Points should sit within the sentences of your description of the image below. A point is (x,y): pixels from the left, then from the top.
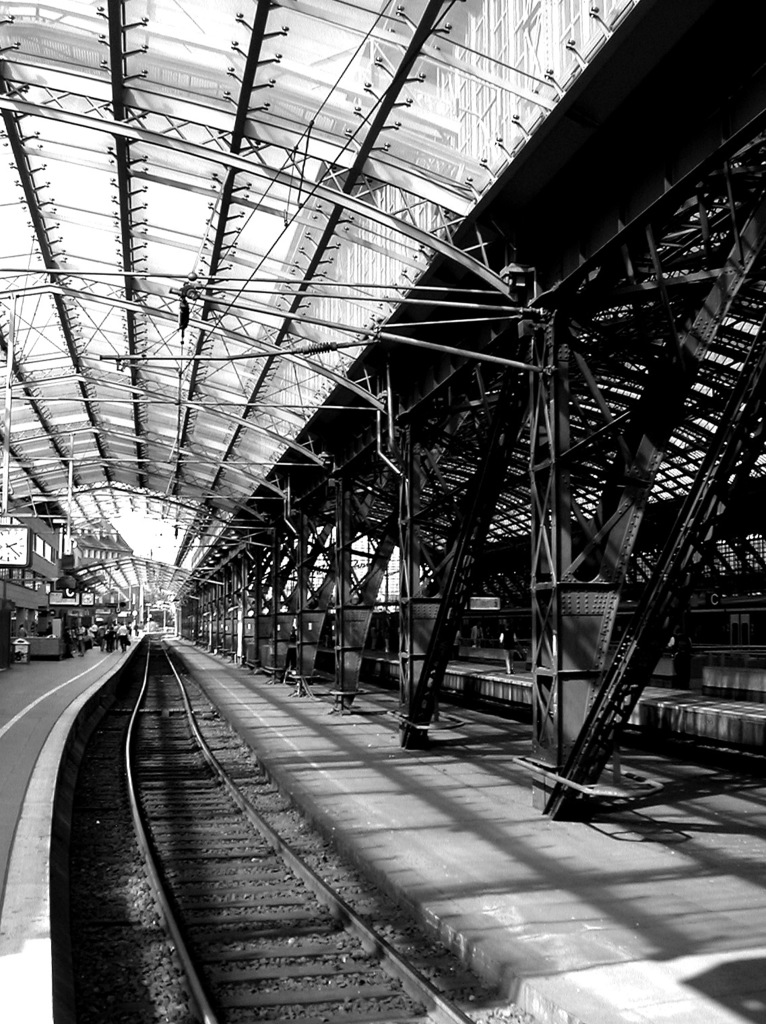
In this picture we can see a railway track (193,747) and some people (102,648) on a platform (52,664), clock (26,558) and in the background (342,459) we can see rods (332,468).
